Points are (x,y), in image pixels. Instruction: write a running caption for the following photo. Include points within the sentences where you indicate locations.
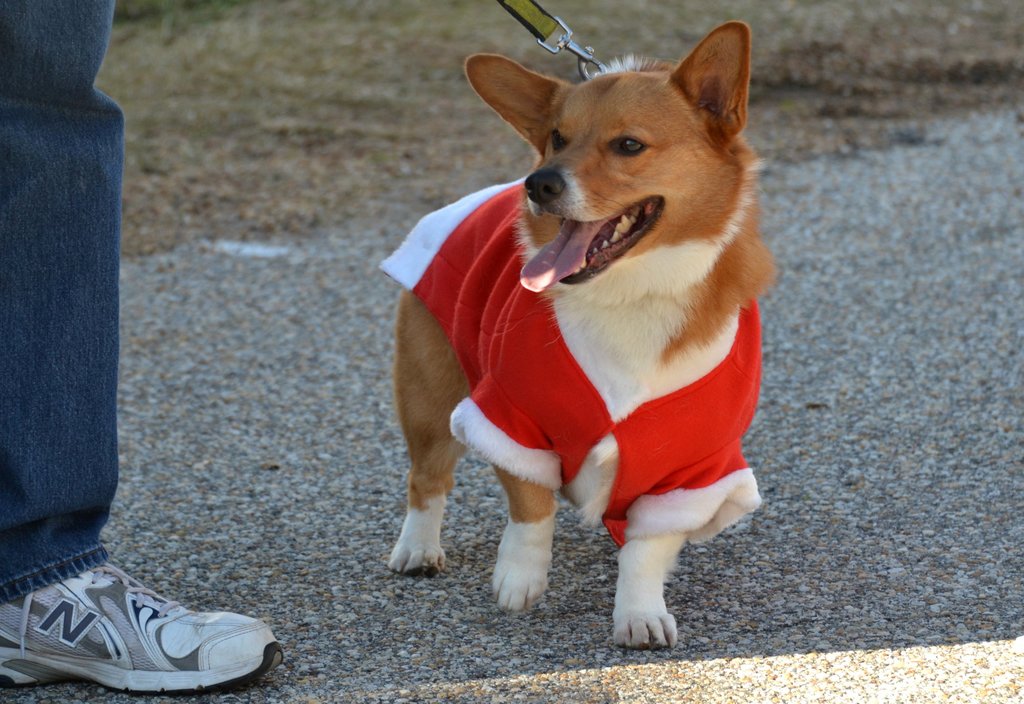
On the left side (44,444), there is a person (57,454) in jean pant (68,481), wearing white color shoe (118,654), on the road (238,585). Beside him, there is a dog (579,277) in red and white color combination dress (510,434), on the road (579,616). In the background (242,67), there is a ground (230,73).
